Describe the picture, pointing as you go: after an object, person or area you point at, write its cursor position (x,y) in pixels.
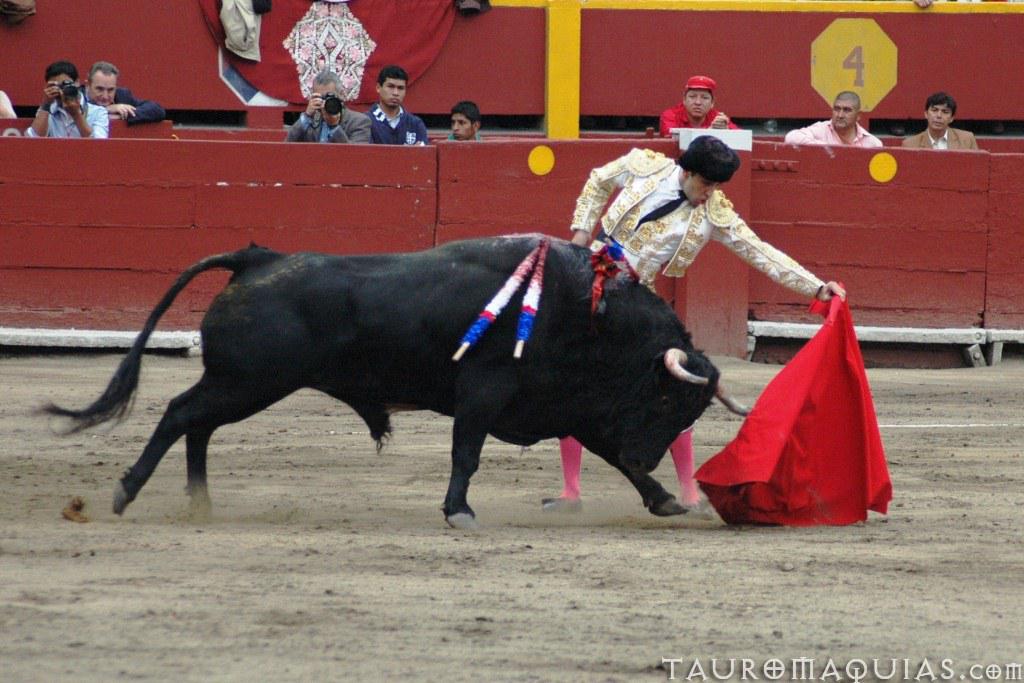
In this image, in the middle (366,315), we can see a bull (142,335). In the middle (636,242), we can also see a man (755,240) standing in front of the bull (587,346) and holding a red colored cloth (813,411). In the background (860,134), we can see a group of people (685,115) and few people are holding a camera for taking pictures. In the background (634,132), we can also see red color, at the bottom (450,575), we can see a land (860,628) with some stones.
